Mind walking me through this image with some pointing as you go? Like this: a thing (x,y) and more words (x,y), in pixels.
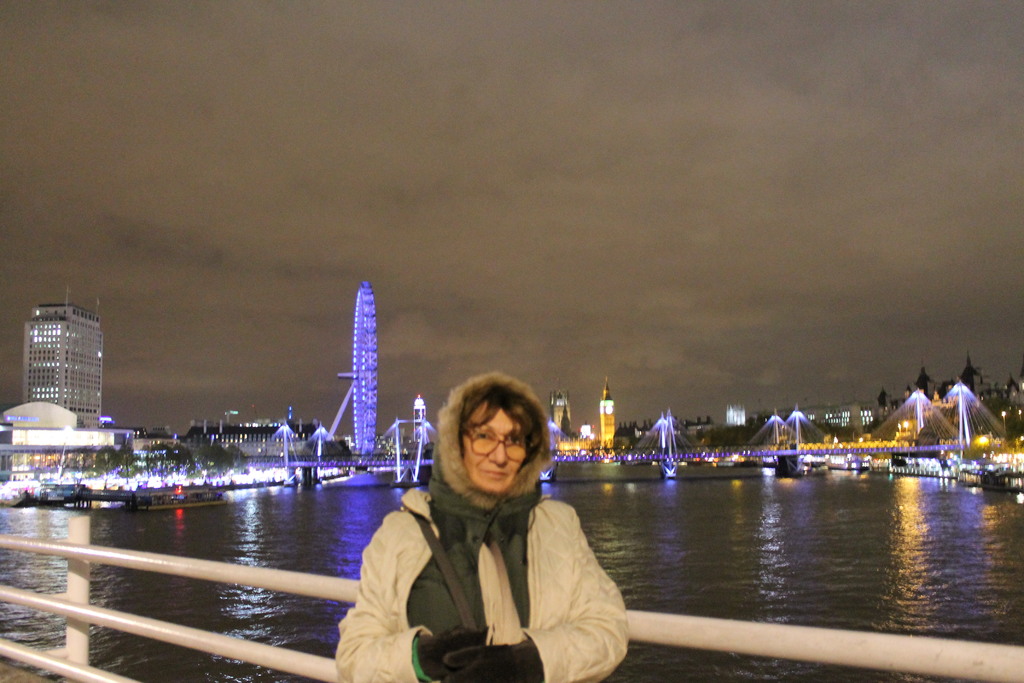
At the bottom (401,553) I can see a woman (471,573) is standing near the fence (266,651). In the background (306,630) I can see water (331,484), trees (765,436), buildings (268,441) and a tower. On the top (443,165) I can see the sky (418,174). This image is taken may be near the lake (153,594) during night.
